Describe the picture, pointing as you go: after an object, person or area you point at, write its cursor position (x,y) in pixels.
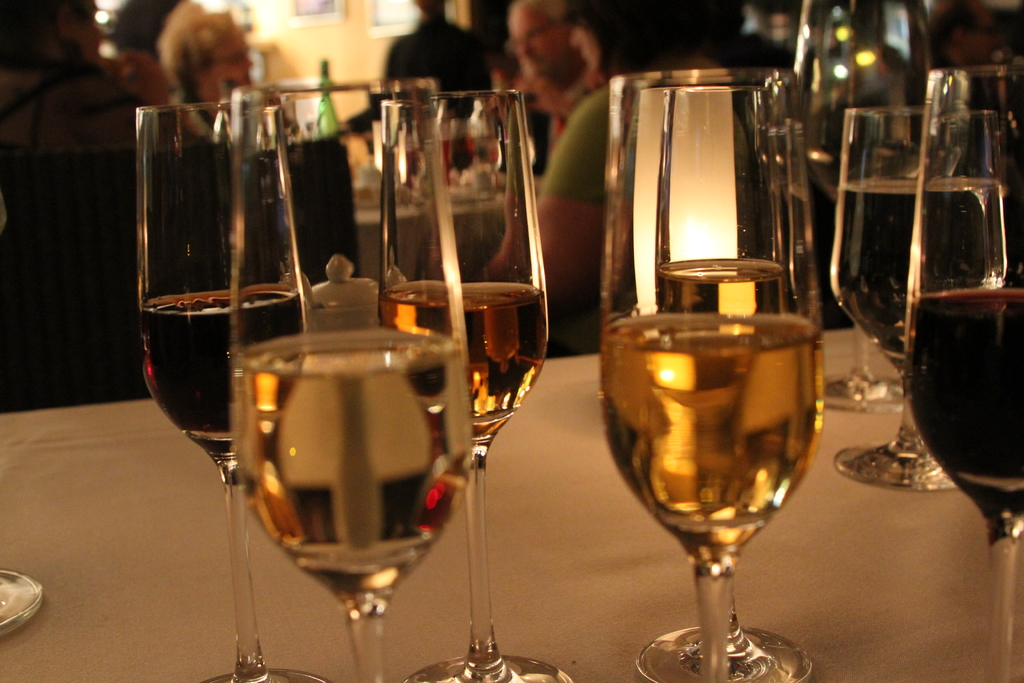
In this image i can see there are few wine glass (540,305) on the table (525,416) and also behind this glasses (429,240) I can see there are group of people (166,58) was sitting.
